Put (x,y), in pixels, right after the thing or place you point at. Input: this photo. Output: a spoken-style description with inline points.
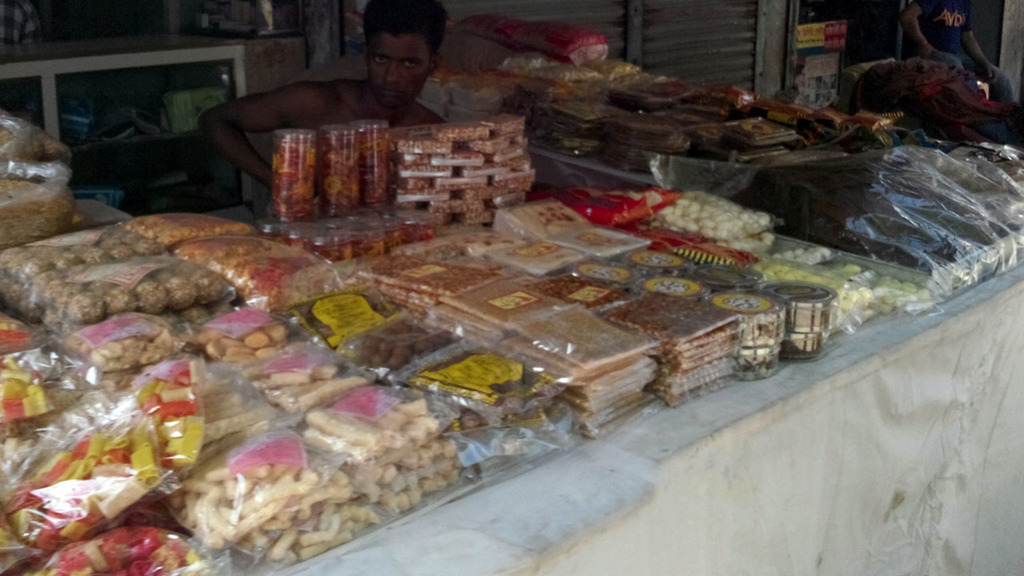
In this image I can see many food item packs (485,93) and a person (438,21) is sitting at the back (400,98). There is a shutter (754,74) and another person (961,44) is present at the right (986,75) back.
